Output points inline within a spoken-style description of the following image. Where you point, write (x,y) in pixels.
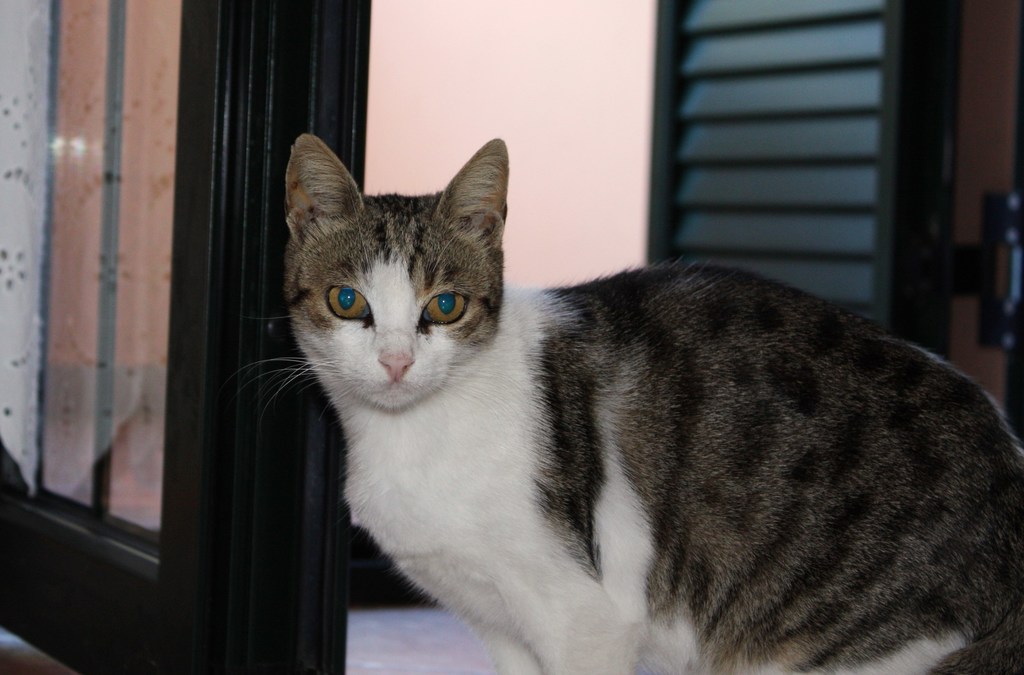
In this image we can see a cat (359,496). In the background (180,128) we can see the door (893,87) and also the wall (487,85).
